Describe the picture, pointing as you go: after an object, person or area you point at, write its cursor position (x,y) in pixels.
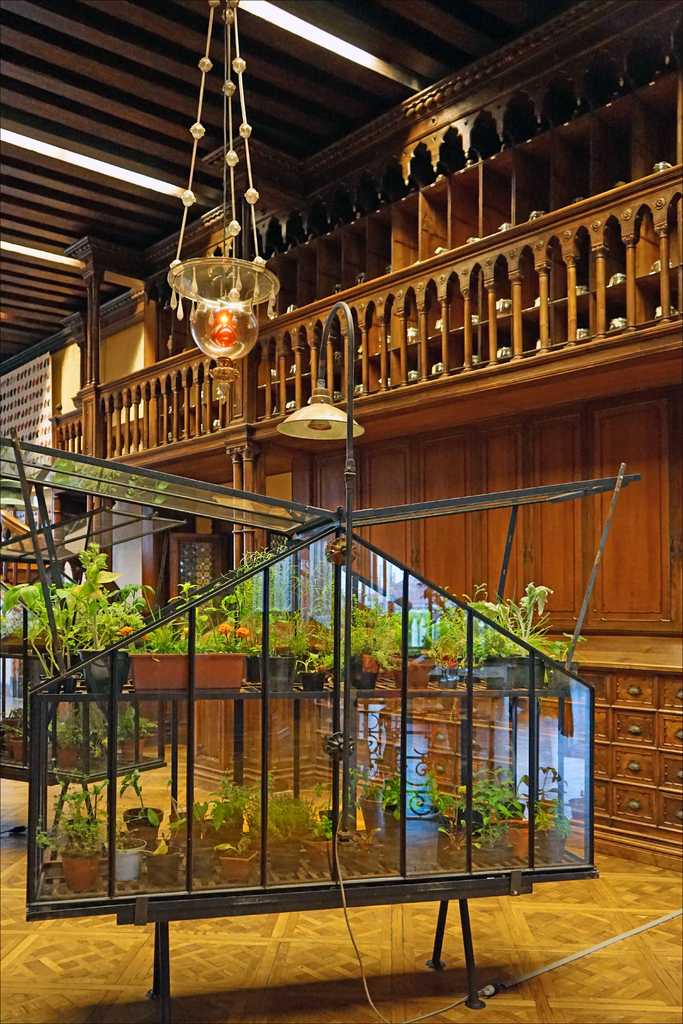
In this picture I can see the inside view of the building (495,579). At the bottom (226,818) I can see some plants (257,808) on the pots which are kept on this racks (405,653). At the top (230,21) I can see the lights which are hanging from the roof (261,22).
